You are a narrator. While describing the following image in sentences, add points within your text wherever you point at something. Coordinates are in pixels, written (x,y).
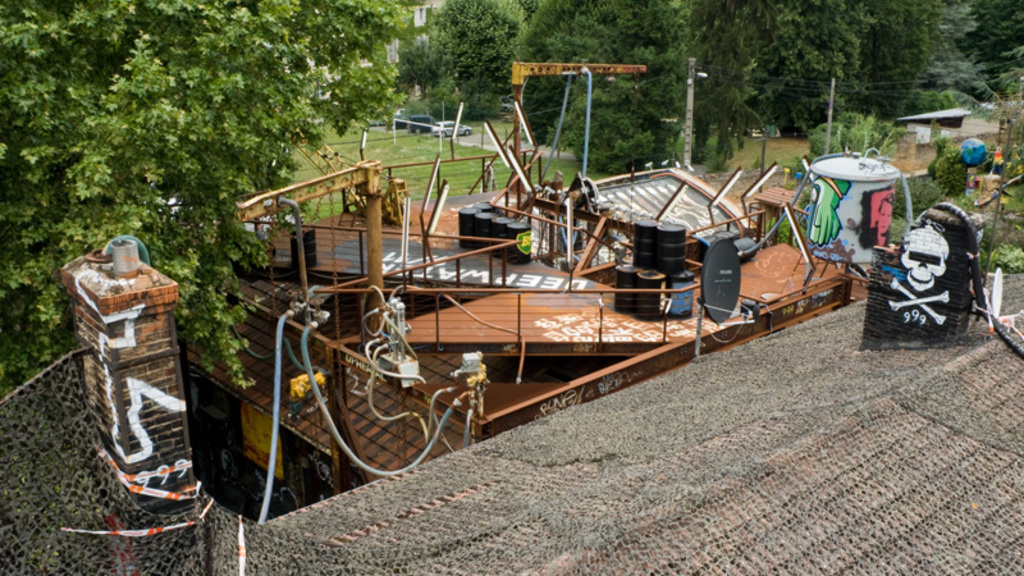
In this image I can see building (366,394), few drawings (835,221), number of trees (850,101), few poles (765,135), few wires (791,90), few vehicles (469,127) and here I can see number of black colour containers (513,226).
